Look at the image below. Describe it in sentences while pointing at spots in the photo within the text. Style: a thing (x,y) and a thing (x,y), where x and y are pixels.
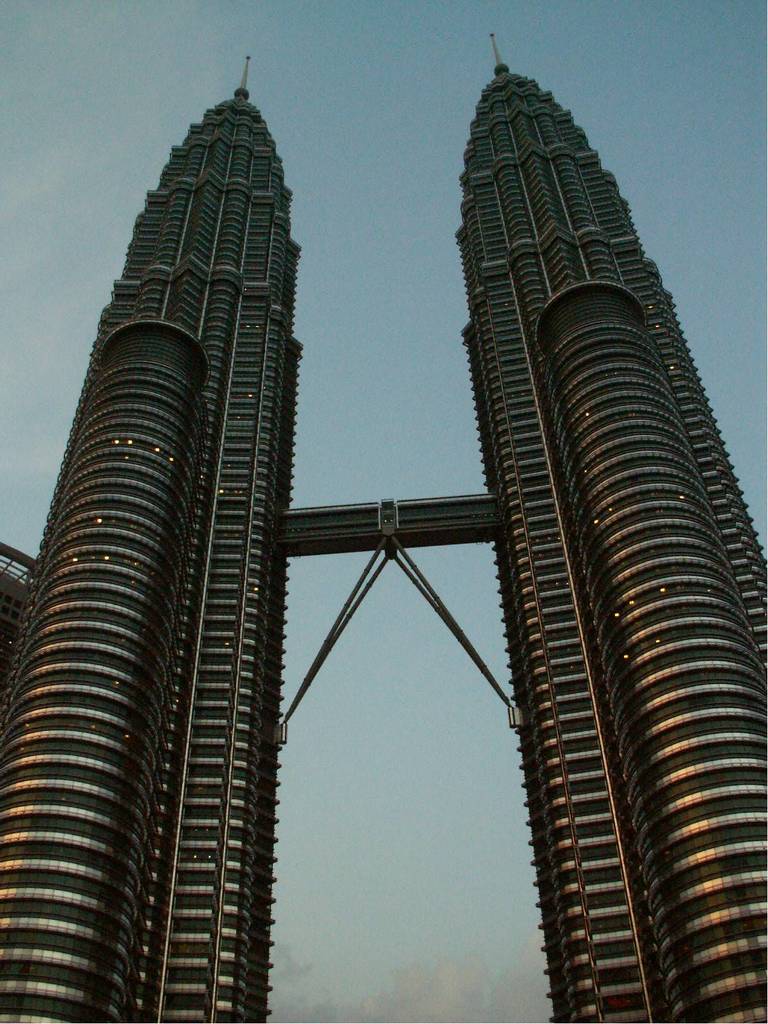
There are two tower buildings (217,559) as we can see in the middle of this image (259,486), and there is a sky (388,740) in the background (312,376).
